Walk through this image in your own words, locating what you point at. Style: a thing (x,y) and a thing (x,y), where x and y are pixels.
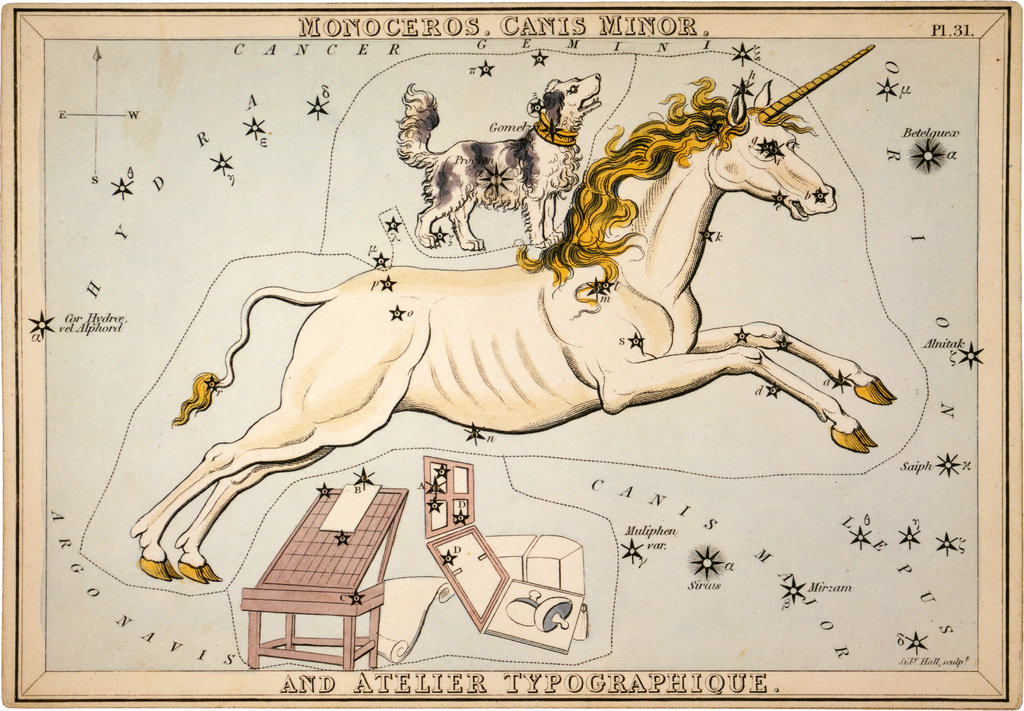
In this picture we can see an object (959,252) which seems to be the poster (118,45) and we can see the picture (547,336) of a horse (599,263) and the picture (524,154) of a dog (544,232) and we can see the pictures (422,612) of some other objects (294,544) on the poster (621,96) and we can see the text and numbers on the poster (187,503).
